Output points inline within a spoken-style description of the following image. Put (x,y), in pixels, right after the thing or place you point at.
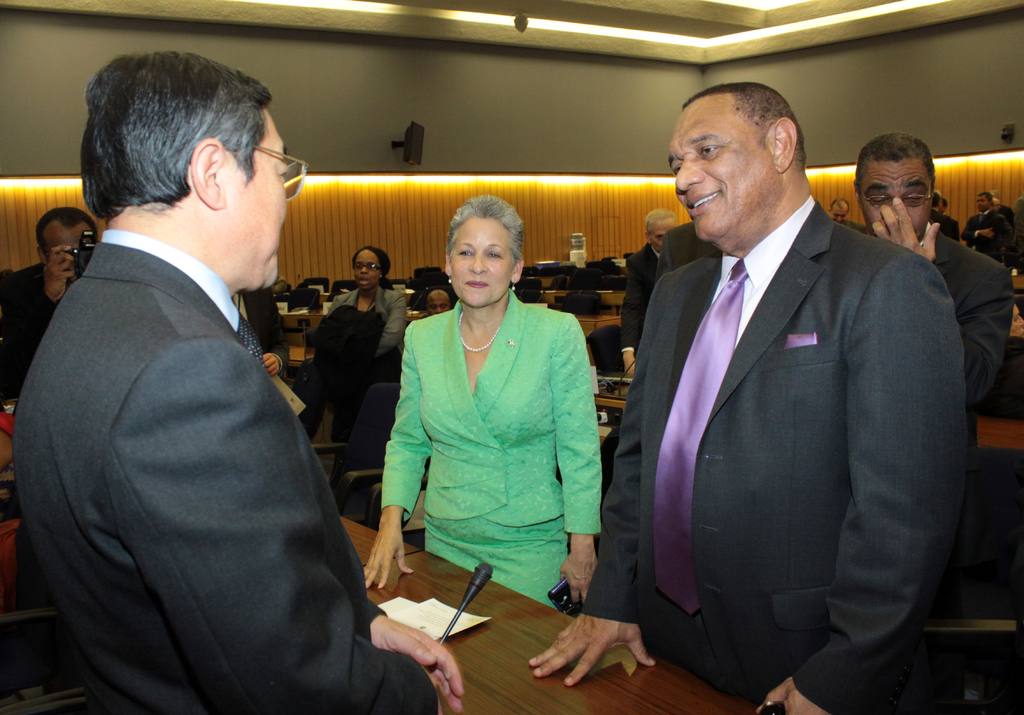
In this picture there are two men (213,266) wearing black coat (719,482) smiling and talking with each other. Beside there is a woman (517,404) wearing a green color coat (517,479) and skirt (526,546) smiling and give a pose into the camera. In the front (532,605) there is a wooden table (490,635) with microphone (450,622). Behind we can see a group of men and women (340,297) sitting on the chair (567,300) and discussing something. In the background (319,265) there is a wooden panel wall (445,195) with lights (468,181).
